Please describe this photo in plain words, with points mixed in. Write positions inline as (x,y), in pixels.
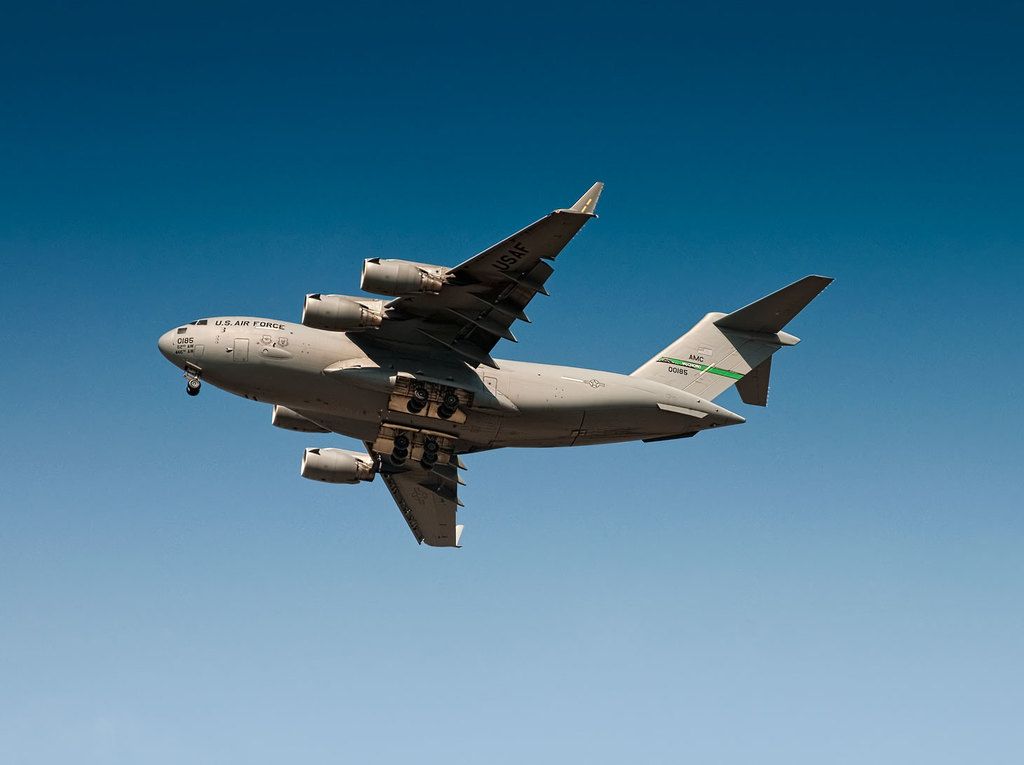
In this image I can see a flight (236,344) visible in the air (353,651) I can see the sky (665,233).
